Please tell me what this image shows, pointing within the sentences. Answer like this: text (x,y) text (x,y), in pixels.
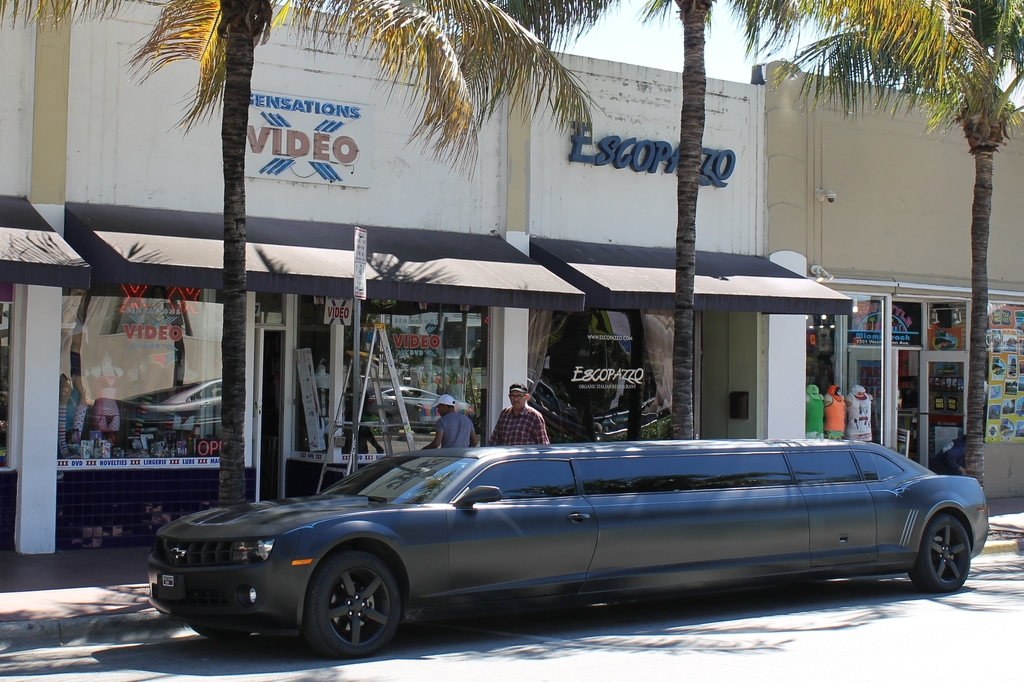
In the picture I can see a car (571,563) on the road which is dark in color. In the background (606,299) I can see buildings (607,201), trees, people (541,428), framed glass wall (416,417) and some other objects (410,443). I can also see the sky (611,33) in the background (632,26).
